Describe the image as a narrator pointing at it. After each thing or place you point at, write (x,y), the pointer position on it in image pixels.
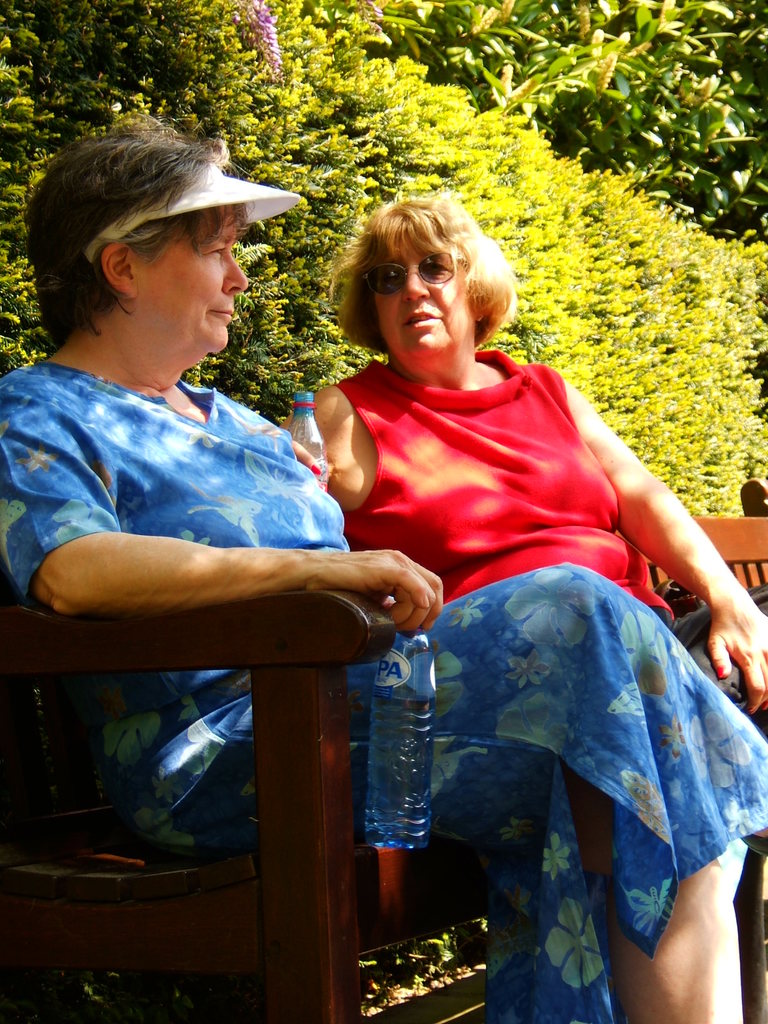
In this image there are two women's (316,497) sitting on the bench (438,855) and they are holding bottles (387,755) in their hands (299,447). In the background (422,88) there are trees (484,173).
